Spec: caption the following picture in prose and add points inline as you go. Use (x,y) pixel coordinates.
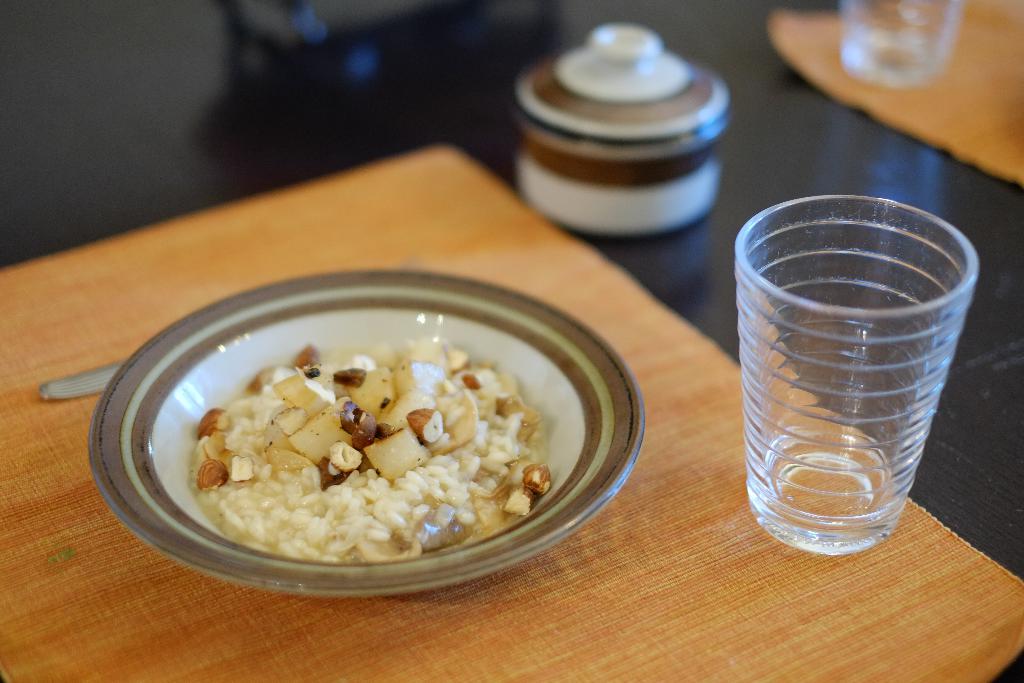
In this image there is a table (207,55), on that table (969,214) there are two cloths (920,610), glasses (925,64) and a bowl (544,183), plate (209,349) in that plate (595,363) there is food item (359,464) and a spoon (59,397), in the background (531,6) it is blurred.
